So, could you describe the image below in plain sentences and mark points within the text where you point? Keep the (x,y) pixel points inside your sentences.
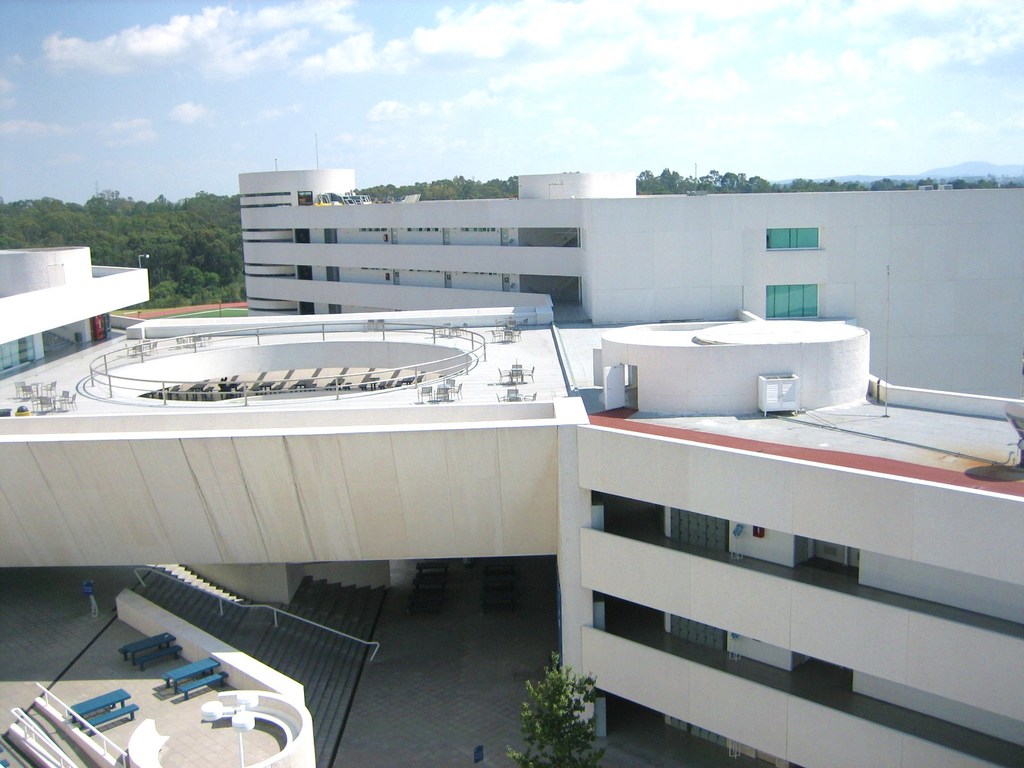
In this image we can see some buildings (348,505) with windows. We can also see benches (204,661), trees (160,298), pole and the sky (628,82) which looks cloudy.
